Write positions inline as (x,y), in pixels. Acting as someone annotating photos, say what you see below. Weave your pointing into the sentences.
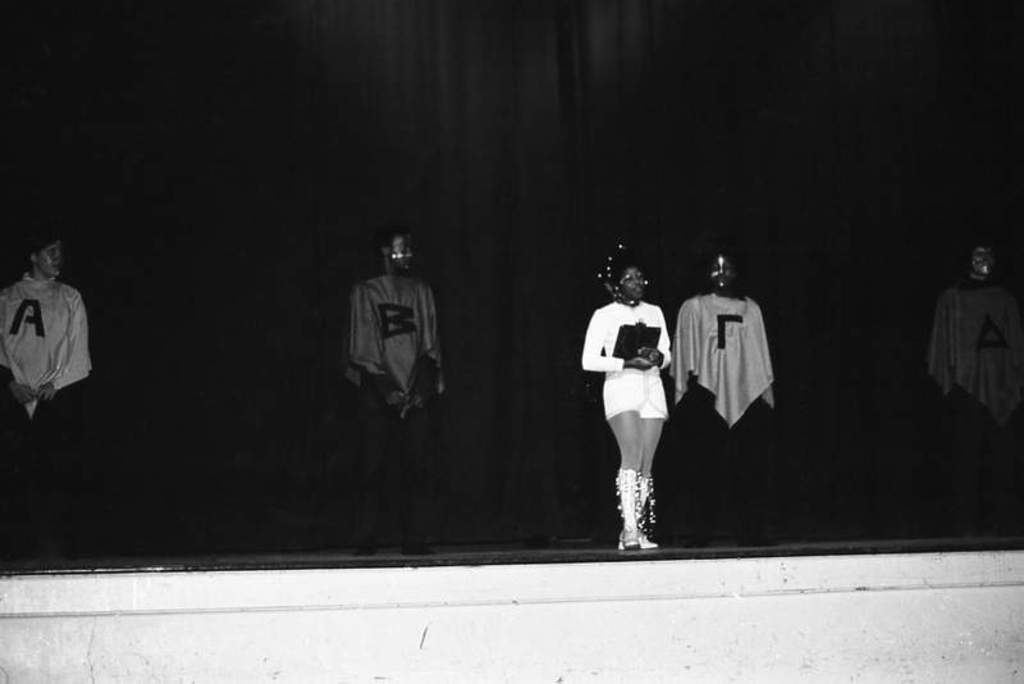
In the foreground of this picture (395,392), there are persons (930,375) standing on the stage (310,555). In the background (505,112), there is a black curtain (745,129).
